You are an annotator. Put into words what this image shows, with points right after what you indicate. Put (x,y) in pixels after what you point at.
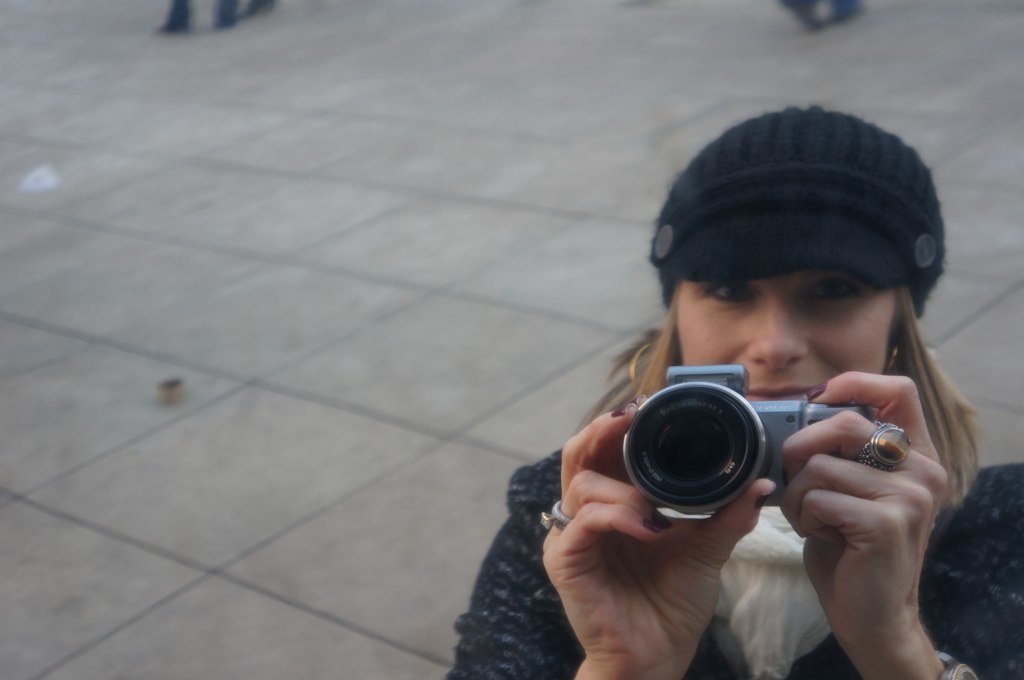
This woman (895,337) wore black jacket (967,505), cap (863,197) and holding a camera (720,488).
